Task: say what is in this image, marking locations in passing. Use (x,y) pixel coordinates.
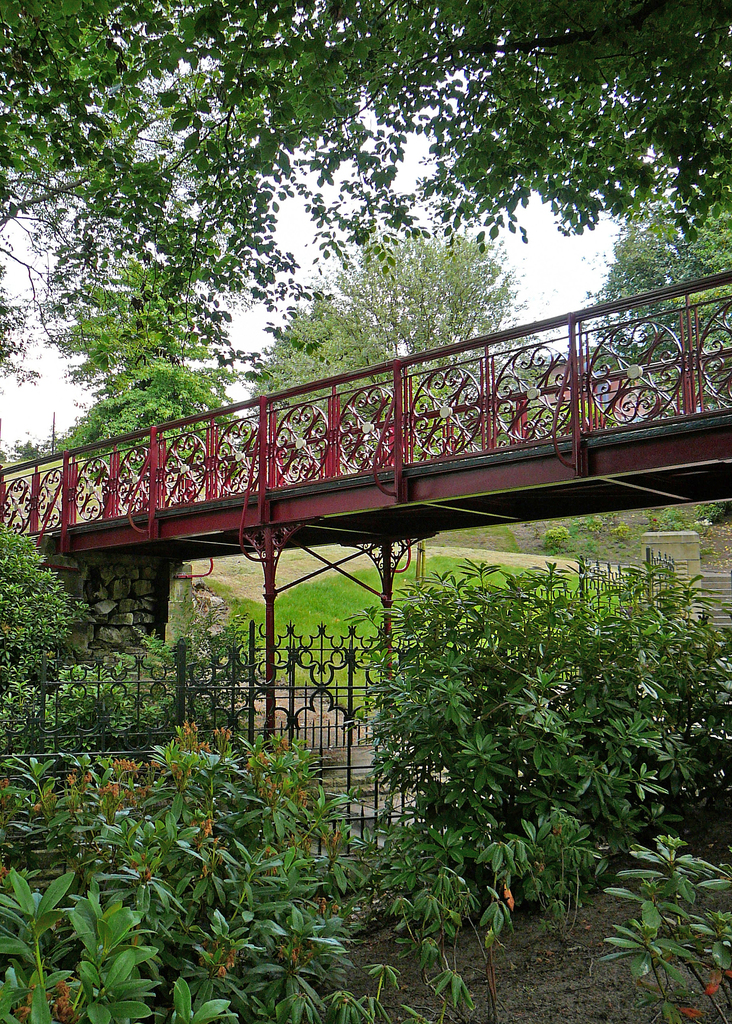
In this given image, We can see certain trees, garden (498,559), and small bridge (688,382) which is constructed.
